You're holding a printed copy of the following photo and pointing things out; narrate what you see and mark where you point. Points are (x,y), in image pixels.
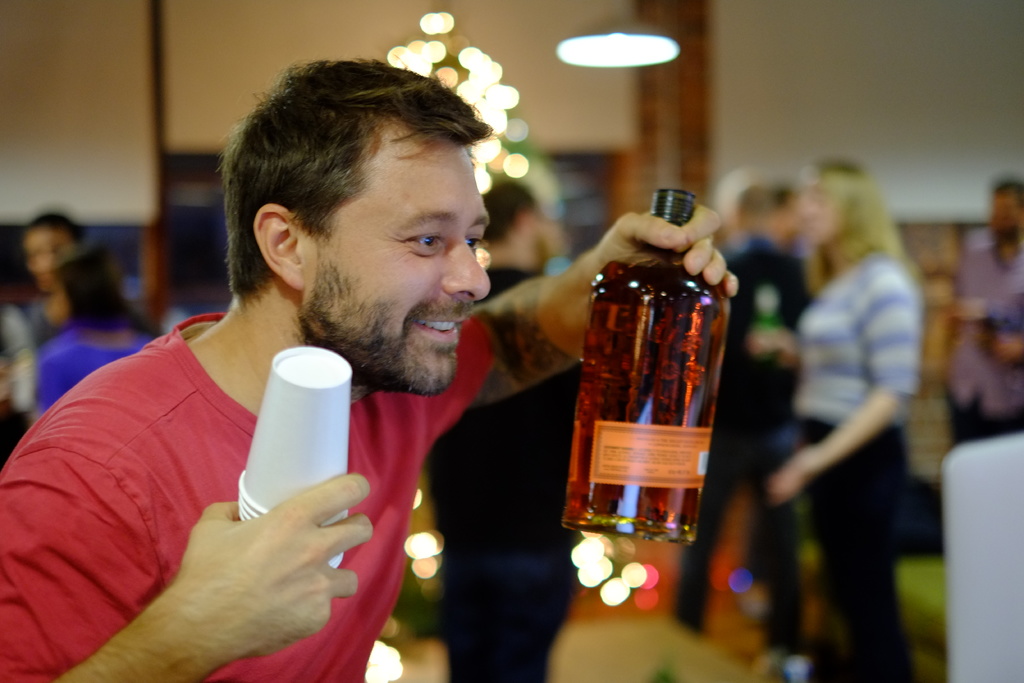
Here is a man (173,398) holding a bottle (670,304) and paper cups (300,480) on his hands (332,499). At background (519,246) I can see few people (850,270) standing.
